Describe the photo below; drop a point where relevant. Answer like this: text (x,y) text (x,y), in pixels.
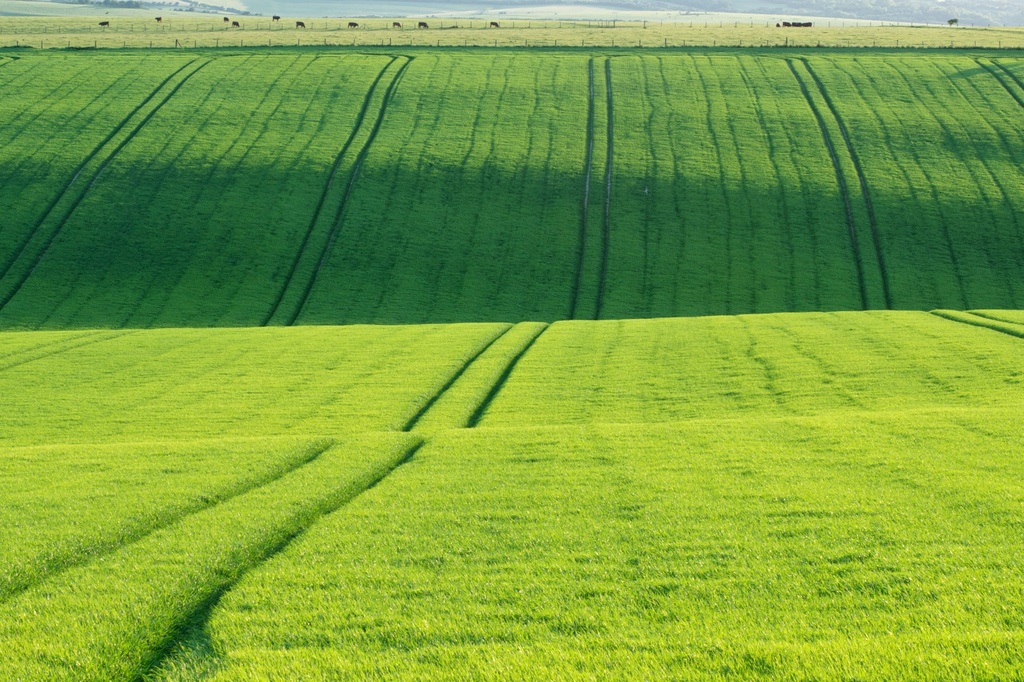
In the image I can see the grass (412,412). In the background (586,23) I can see animals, fence (698,43) and other objects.
